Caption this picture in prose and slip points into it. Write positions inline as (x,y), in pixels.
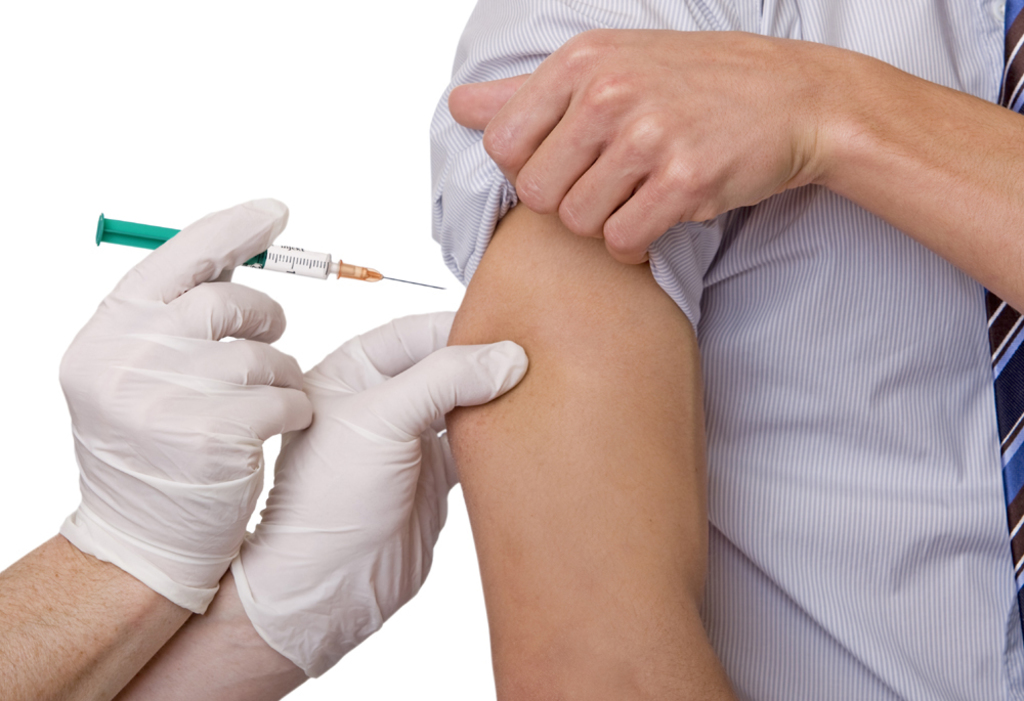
In the image there is a hand (165,459) with gloves (106,474) injecting a syringe (130,227) to a man (541,329) on his arm (584,472).
